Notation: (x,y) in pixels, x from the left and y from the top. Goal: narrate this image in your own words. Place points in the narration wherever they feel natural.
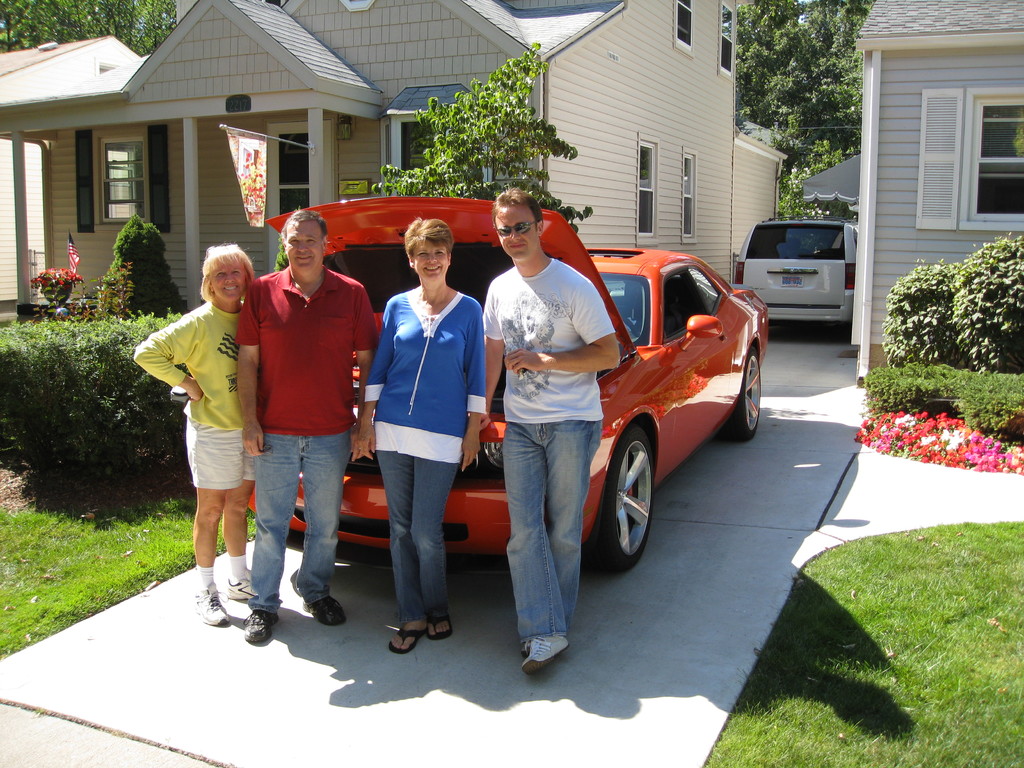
In the background (630,144) we can see the houses (406,140), windows (1006,139), flag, white car (850,242), awning (860,163), trees (858,9). In this picture we can see the plants (981,414), green grass (932,683), flowers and we can see the people (428,395) standing near to a car (634,381). They all are smiling.
